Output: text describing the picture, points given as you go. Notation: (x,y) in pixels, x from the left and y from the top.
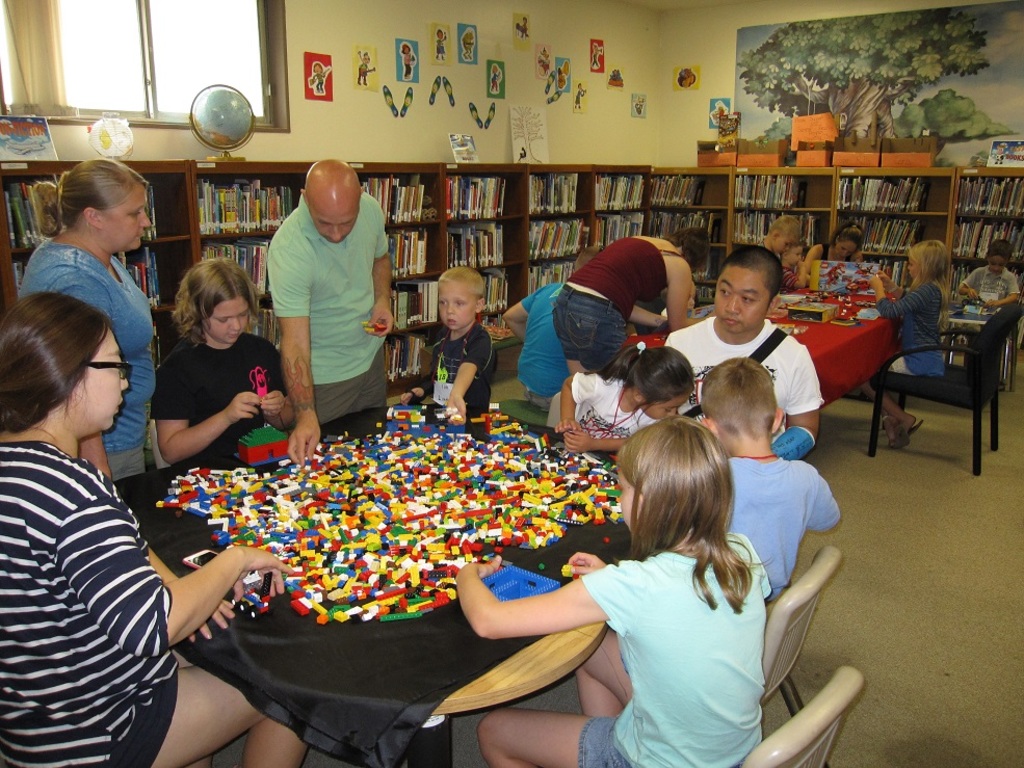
There is a group of a people (671,375). They are sitting on a chair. The three persons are standing. There is a table (444,632). There is a legos (537,479), mobile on a table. We can see the background (121,94) is window (227,51), poster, cupboard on a books (464,208), globe (234,113).
